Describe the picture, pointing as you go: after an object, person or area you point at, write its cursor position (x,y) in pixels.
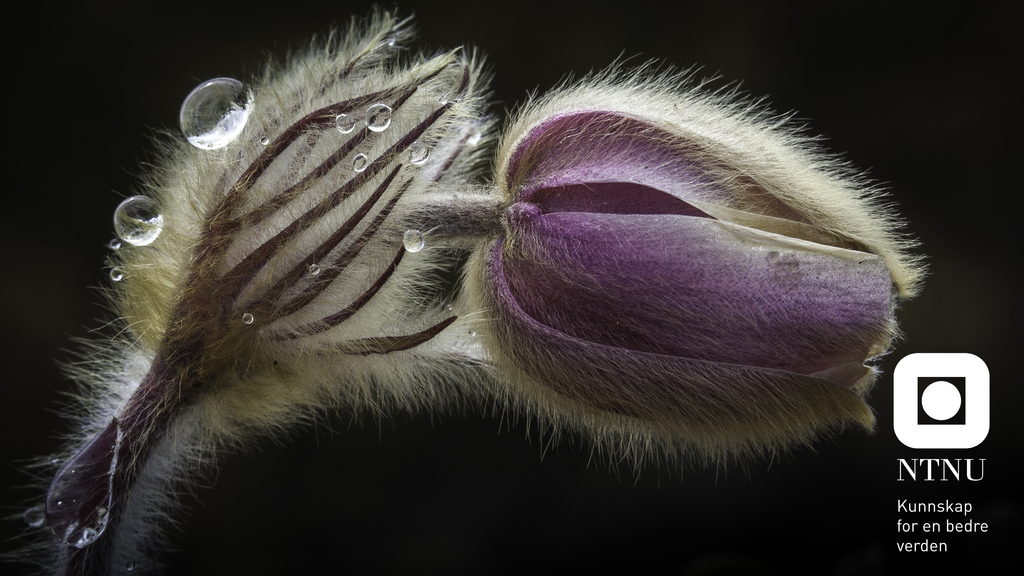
A picture of a flower (418,225) and water-droplets (131,238). Background (83,76) it is dark. Right side of the image (978,419) we can see a watermark (932,545) with logo (940,402).
